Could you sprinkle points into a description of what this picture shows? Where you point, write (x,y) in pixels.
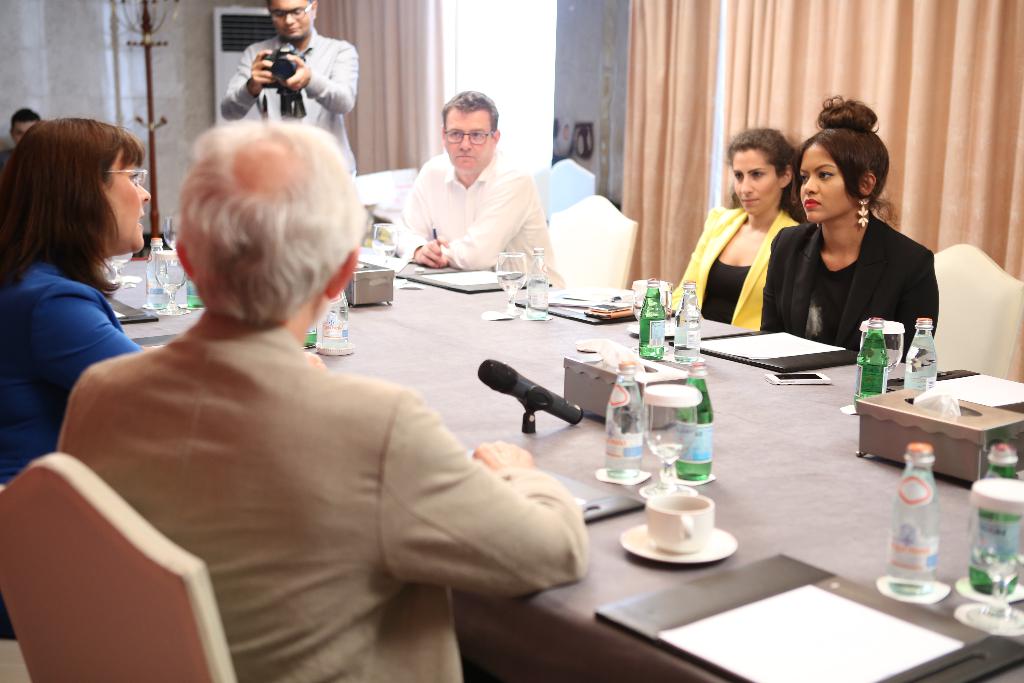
There are group of persons (260,236) sitting on the chairs (568,250) and there are bottles (927,580) and water glasses (509,317) and microphones (519,392) on the table (417,301) and at the top of the image (282,35) there is a cameraman (323,62) who is taking photographs.
